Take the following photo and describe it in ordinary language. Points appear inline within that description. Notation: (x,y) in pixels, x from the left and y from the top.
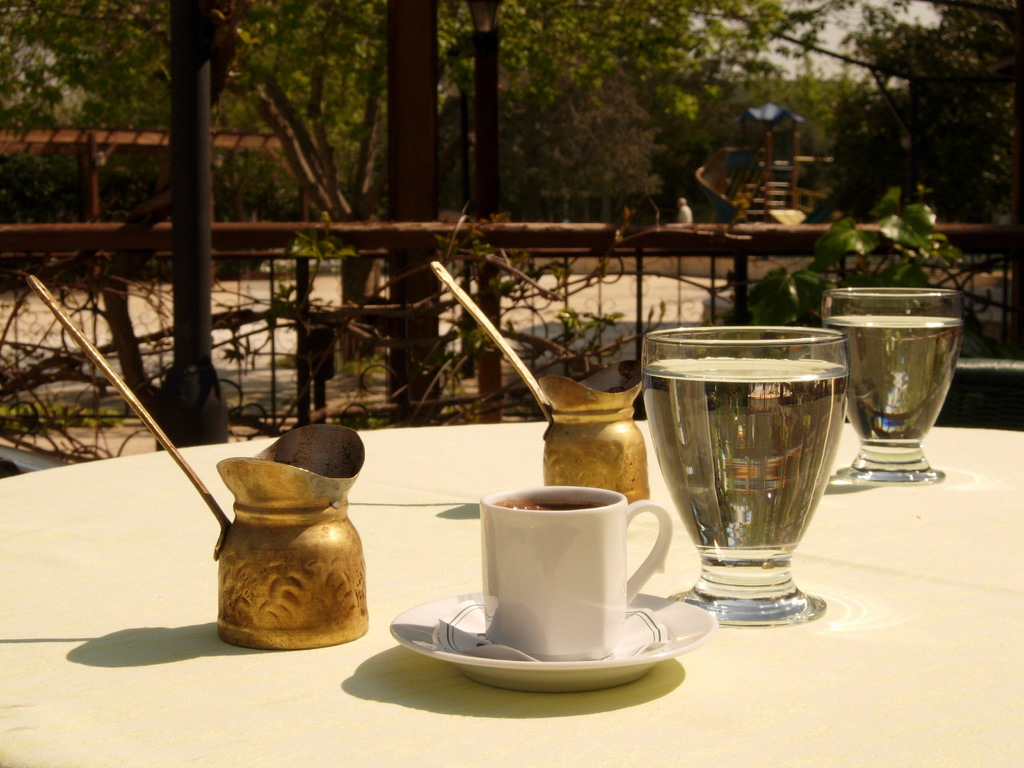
The photo is taken in an open break out area (205,323). In the photo we can see a table (200,672). On the table (200,673) there is a cup (562,557) on a plate (480,657), two glasses (742,444) filled with water (775,412), and two brass jar (561,422) having long handles (525,376). In the background (276,245) we can see a fence (226,245), many trees (645,67), and a slider (716,163). It is looking like a park (676,196) is there in the background (349,165).
